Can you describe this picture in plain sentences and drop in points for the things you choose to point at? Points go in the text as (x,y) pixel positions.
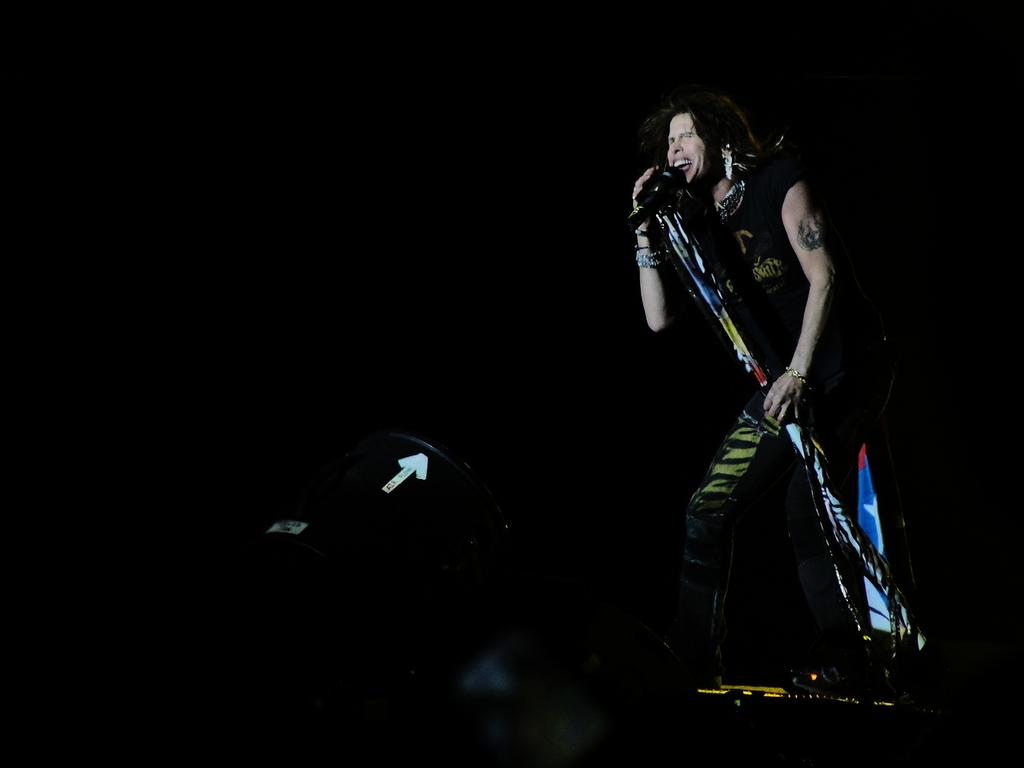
Here we can see a person (865,380) singing on the mike (660,191) and there is a musical drum (406,560). And there is a dark background (981,396).
